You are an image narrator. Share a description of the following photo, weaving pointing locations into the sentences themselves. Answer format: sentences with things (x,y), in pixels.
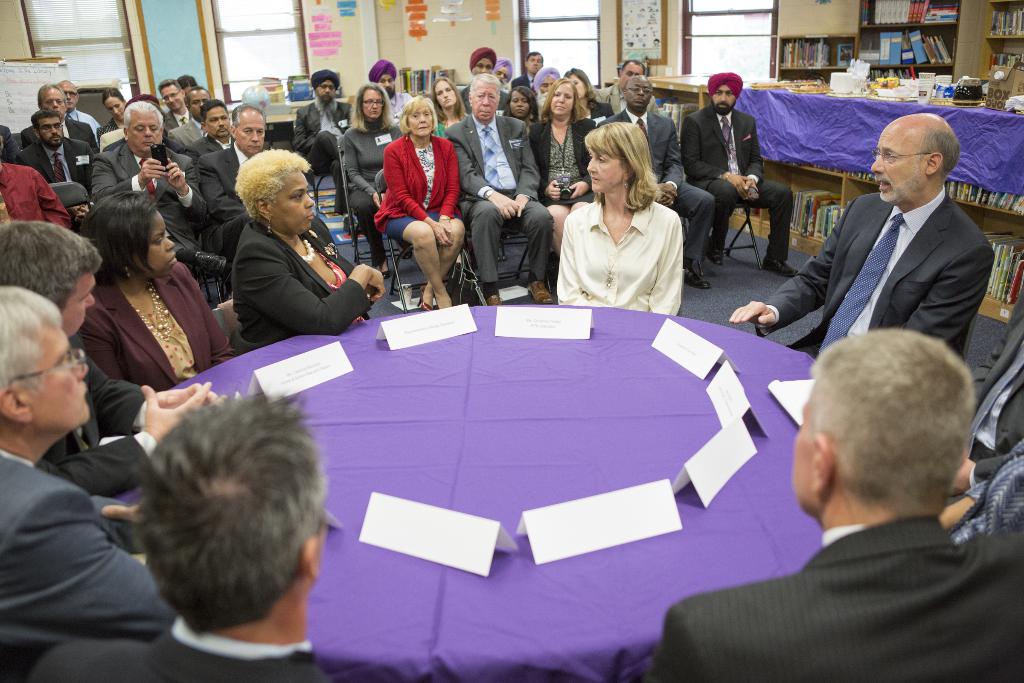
There are group of people (349,223) sitting on the chair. There is a table (611,376). There are cupboards (814,177), book racks (824,205), windows (744,49), charts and a cardboard box (996,100) on the table (989,113). The person (133,173) is holding a mobile (165,157) on the left side (177,178). On the floor (727,296) there is a mat (330,194).
